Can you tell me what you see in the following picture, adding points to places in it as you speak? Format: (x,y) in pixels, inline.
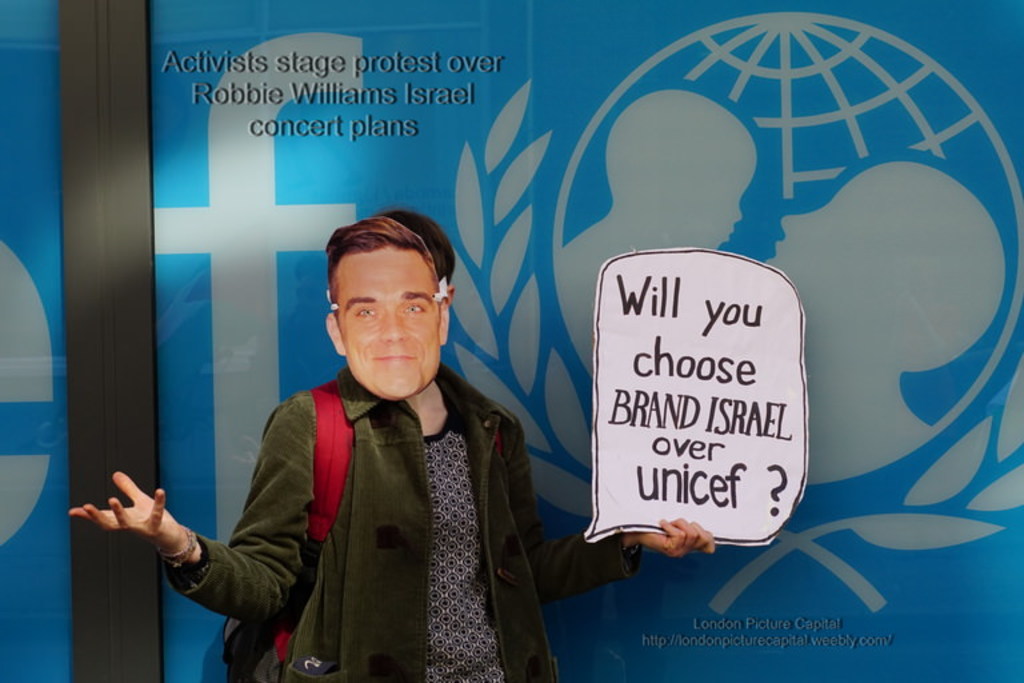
In this image we can see a person (418,465) wearing a mask (376,280) and holding a board (735,479), on the board (770,359), we can see the text (650,362), in the background (666,195) we can see the banner (278,119).
